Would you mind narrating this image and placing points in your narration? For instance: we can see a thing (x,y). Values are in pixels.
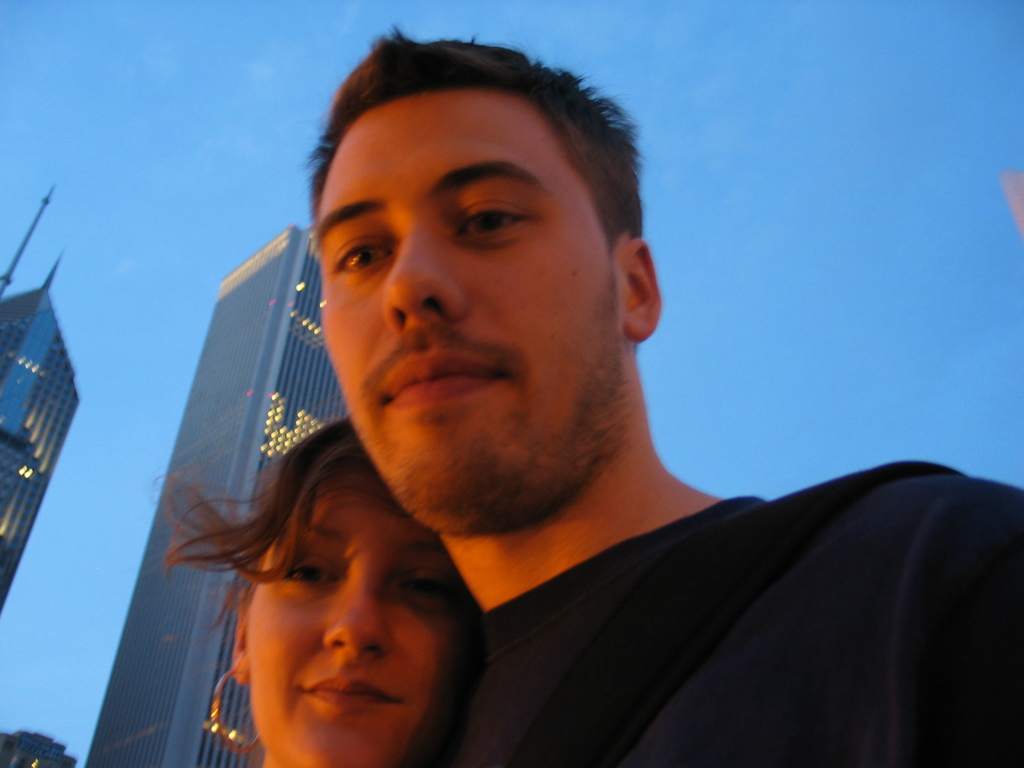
In this picture we can see a man (460,365) and a woman (441,717) smiling and at the back of them we can see buildings (203,491), lights (291,425) and in the background (132,111) we can see the sky (778,250).
